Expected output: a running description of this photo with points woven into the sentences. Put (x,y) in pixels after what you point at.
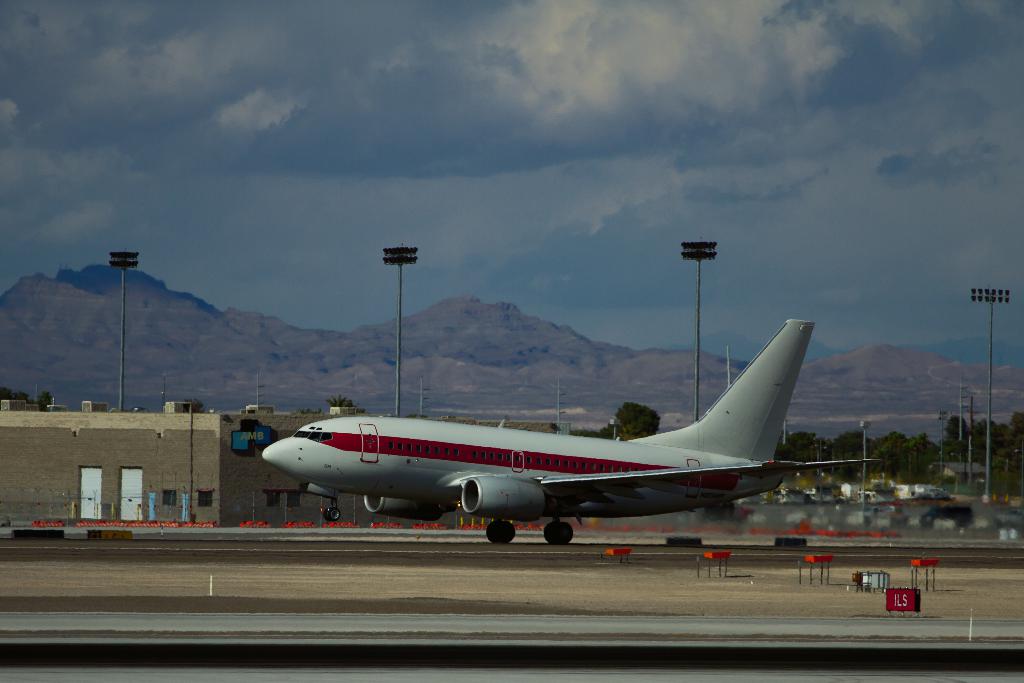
In the picture we can see a flight (702,430) on the runway (407,550), which is white in color and behind it, we can see a house (189,472) with two doors (127,495) and besides, we can see the poles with lights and trees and in the background (156,393) we can see the hills (482,354) and the sky (526,202) with clouds (662,176).
